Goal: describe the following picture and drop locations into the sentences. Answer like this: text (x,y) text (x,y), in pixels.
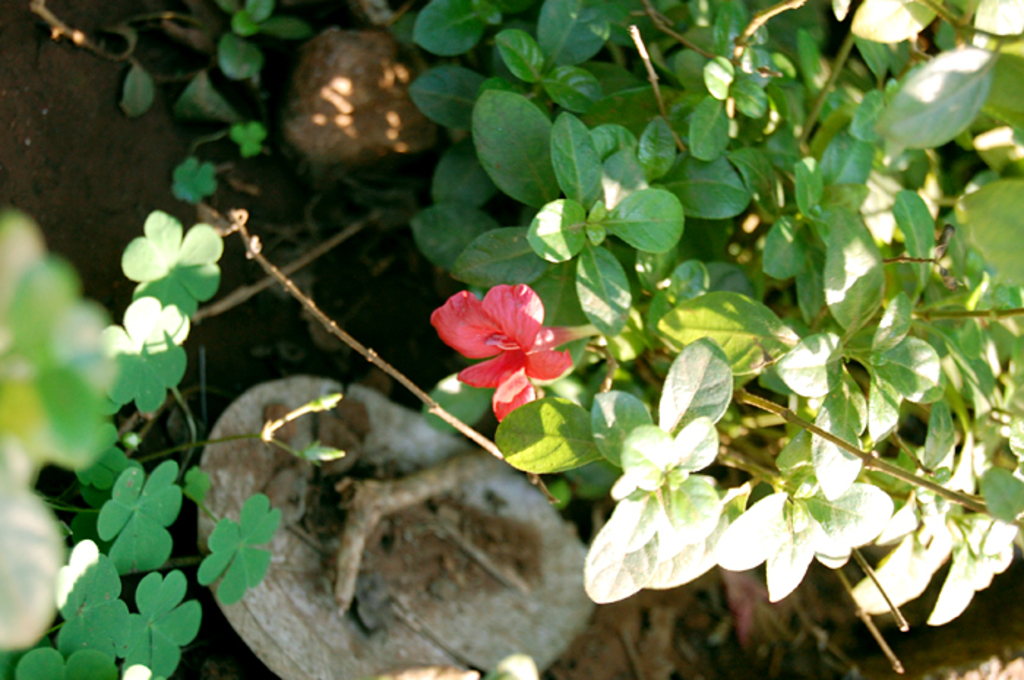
In this picture we can see flower (517,321) and plant (671,202) and soil (122,142) and a wooden plank (282,521).
